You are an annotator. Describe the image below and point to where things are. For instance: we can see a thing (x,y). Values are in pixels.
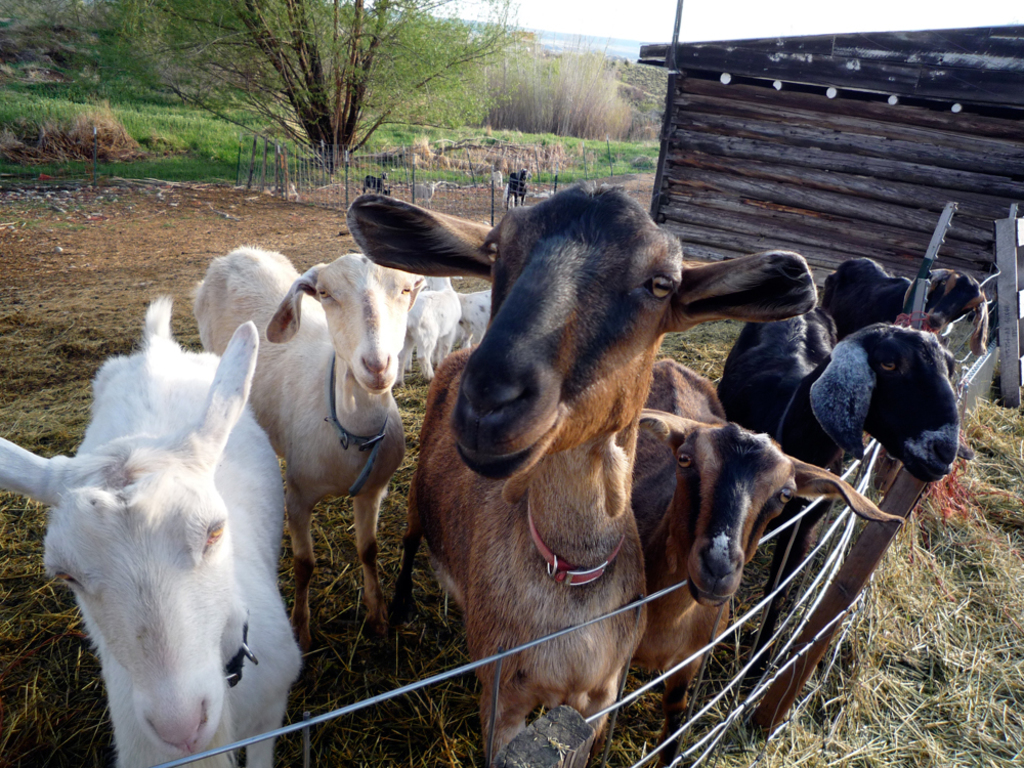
In this image in the center (607,339) there are animals (558,403) standing. In the front (902,612) there is dry grass (940,678) on the ground (944,678). In the background (299,155) there are trees (308,61) and there's grass (201,154) on the ground (223,160). On the right side (907,146) there is a shelter (834,126).
